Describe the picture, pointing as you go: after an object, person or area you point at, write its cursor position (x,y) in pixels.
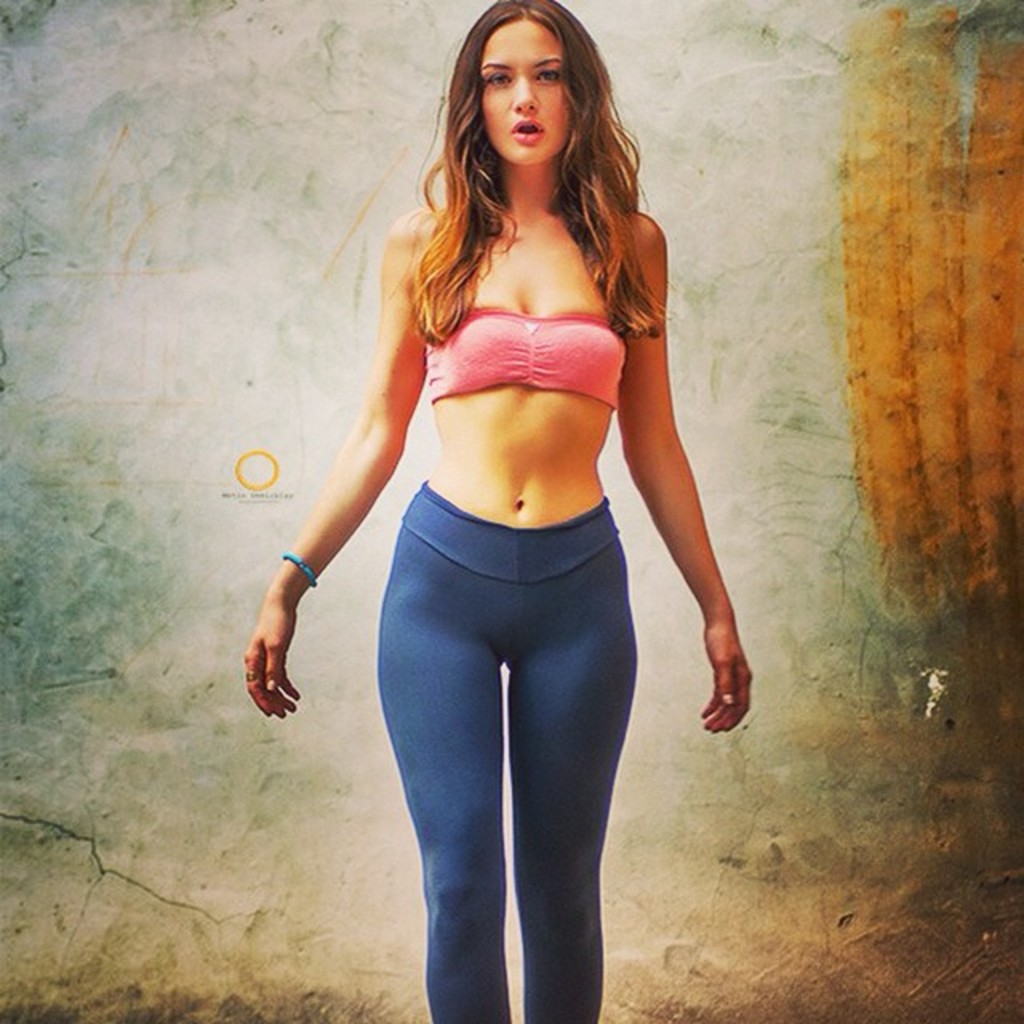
In this image we can see a woman (485,454) standing.
